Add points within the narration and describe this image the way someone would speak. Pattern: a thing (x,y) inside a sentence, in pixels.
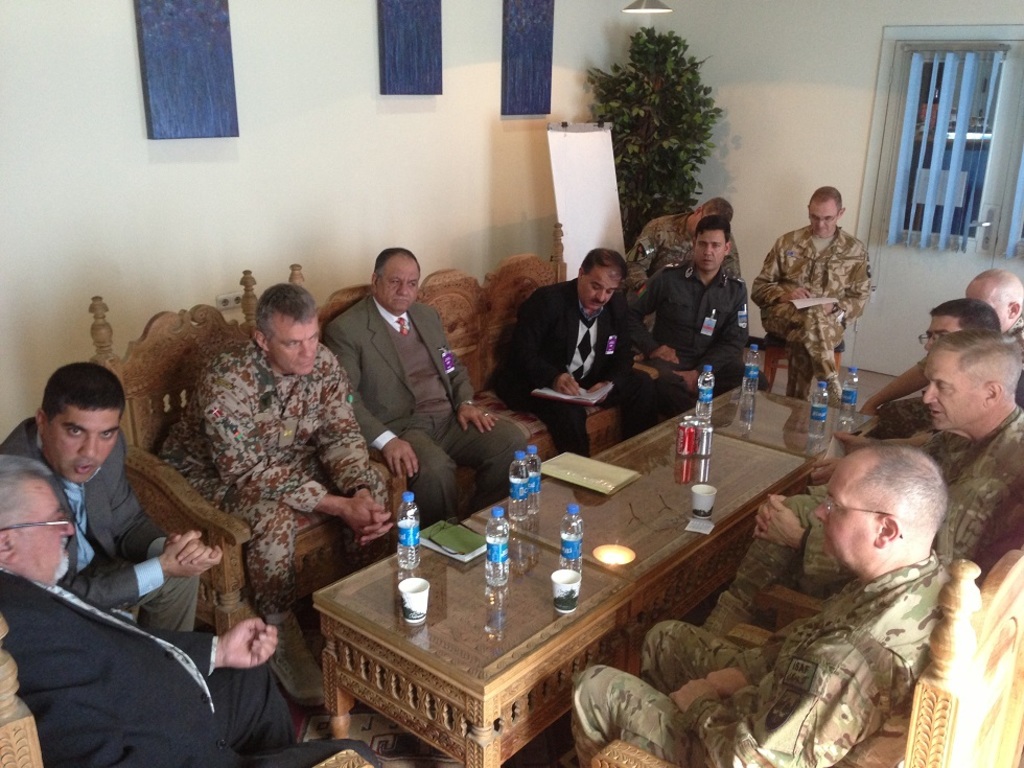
On the background (479,155) we can see wall (458,157), plant (658,121), window (966,176) with curtains (929,197), white board (574,181) and a light (650,11). Here we can see all the persons (422,389) sitting on chairs (215,568) in front of a table (734,453) and few (843,300) are writing on a paper (606,388). On the table (329,679) we can see diary (474,541), glasses (704,499), water bottles (573,532), tins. This is a floor carpet (414,751).
